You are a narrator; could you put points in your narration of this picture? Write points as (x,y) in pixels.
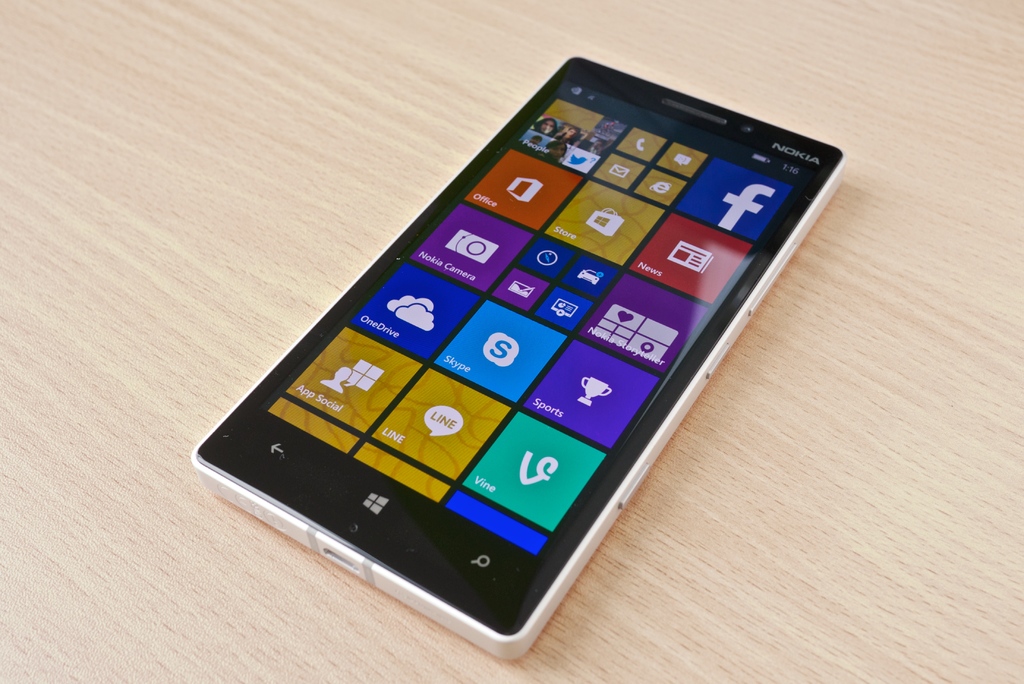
Here I can see a mobile (433,326) which is placed on a table (795,651). On the mobile screen (531,332) I can see few applications (535,394).
